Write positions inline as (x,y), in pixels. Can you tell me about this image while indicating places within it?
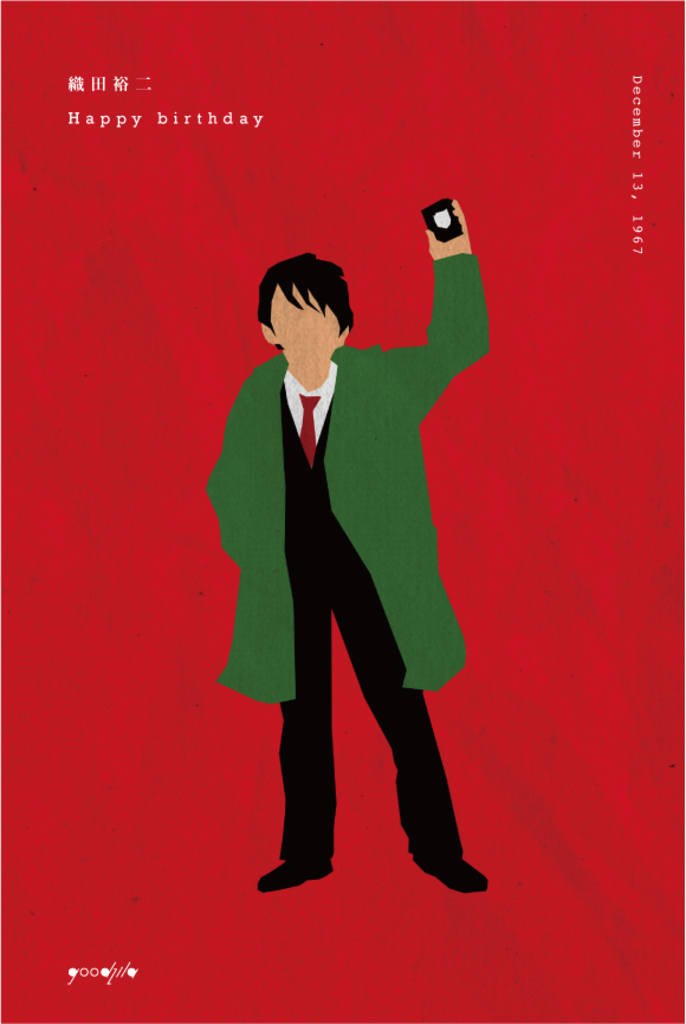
In this image there is a poster (496,659). In the center (317,496) there is an animated image (317,496) of a person (346,575). The person (394,548) is holding an object (434,217) in the hand (454,246). The background (301,73) is red. There is text (115,85) on the image.
